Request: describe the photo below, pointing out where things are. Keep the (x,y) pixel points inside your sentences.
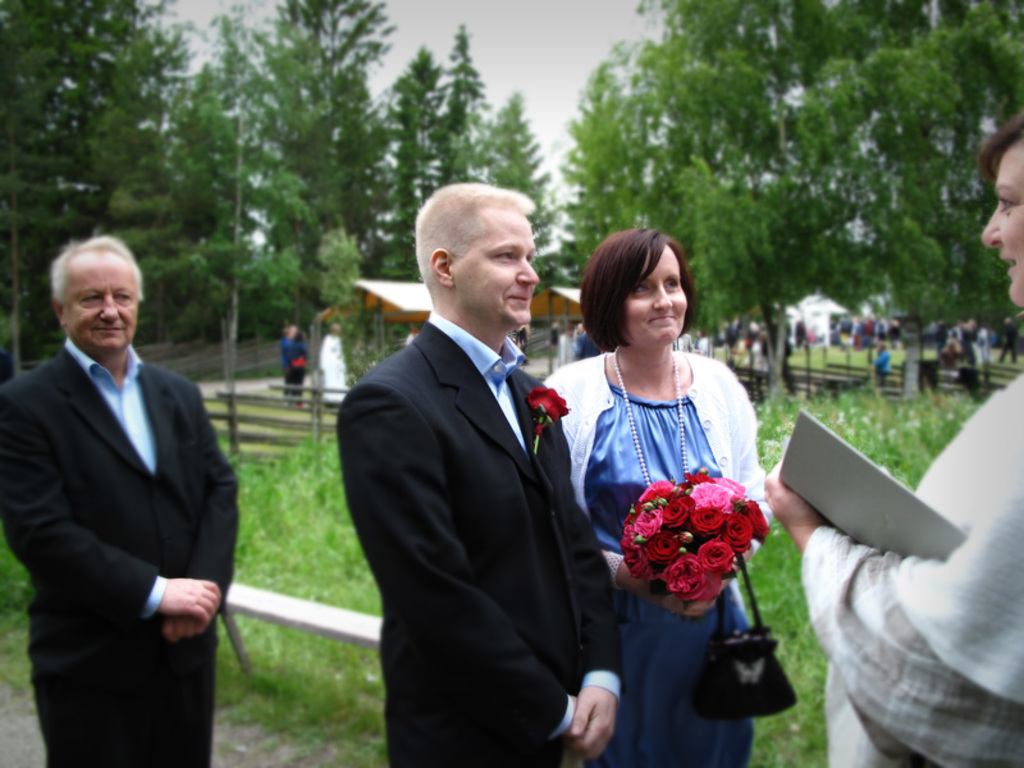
in the given picture i can see the group of people (654,322) and also i can see trees (127,90) and garden (329,489) and i can see a person (1023,500) holding a book (911,503) and watching two people (640,326) and i can see a person (656,353) wearing a white jacket (695,399) and holding bunch of flowers (729,551) and holding a bag (743,563) and next to that person (489,325) who is wearing suit (533,446) and looking at a person (1000,221) and there is a rose (546,419) which is attached to the suit (389,471) and also i can see other person (93,583), who is standing and watch this three people (407,497).
